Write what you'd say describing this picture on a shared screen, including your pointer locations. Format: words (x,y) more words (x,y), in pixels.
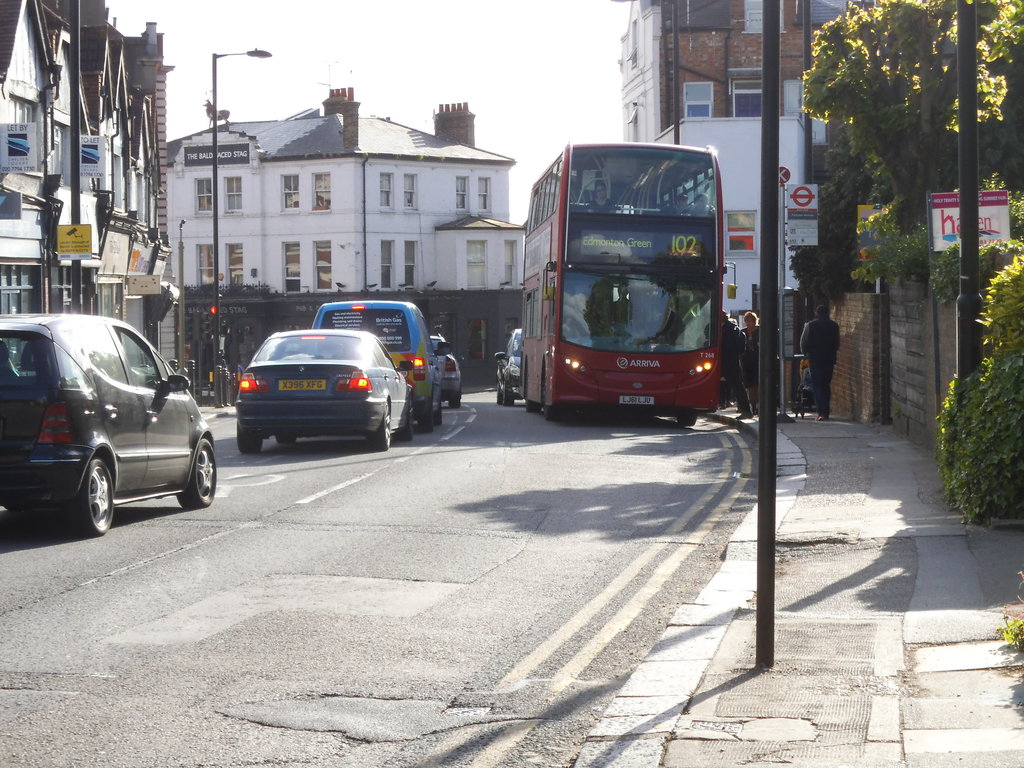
In this picture we can see the buildings (254,156), electric light poles (972,212), boards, windows (594,166), trees (853,139), some vehicles (14,447) and persons (730,331). At the bottom of the image (456,527) we can see the road (625,635) and footpath (787,690). At the top of the image (355,99) we can see the sky (354,53).
